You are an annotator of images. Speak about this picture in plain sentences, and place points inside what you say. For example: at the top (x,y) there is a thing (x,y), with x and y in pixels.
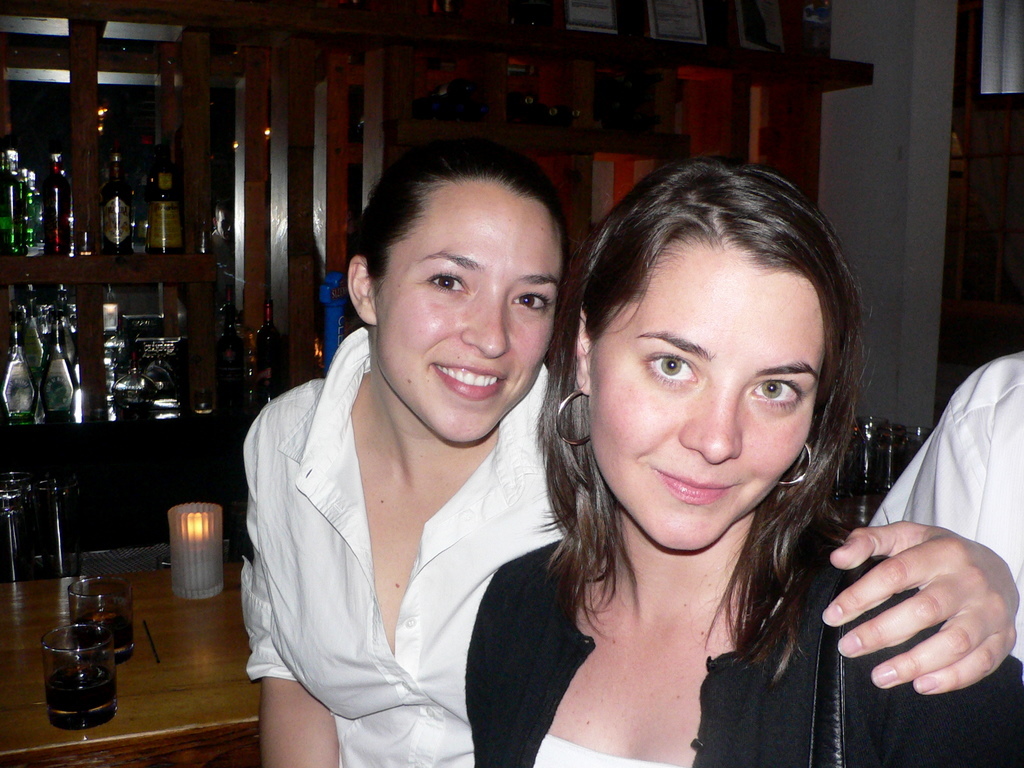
In the foreground (468,290) I can see three persons (389,479) and a table (238,747) on which glasses (54,642) and a candle (173,564) is there. In the background (901,152) I can see a wall (870,152), shelves (139,193) in which bottles (180,216) are there. This image is taken in a room (625,268).
